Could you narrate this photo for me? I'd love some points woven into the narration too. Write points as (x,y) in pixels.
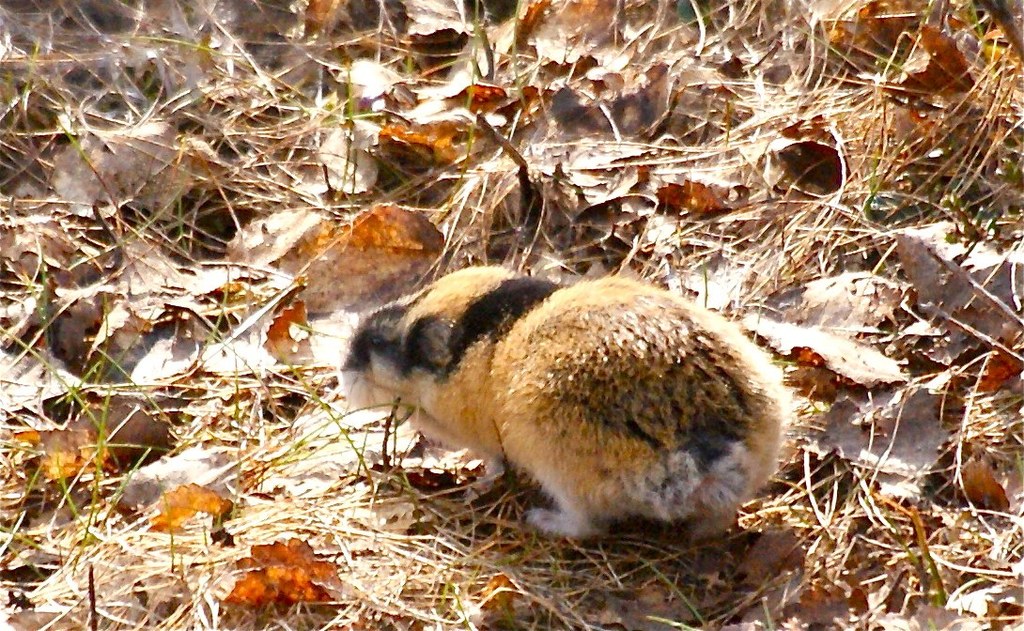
We can see animal (597,371) on the grass (314,512) and we can see dried leaves (274,590).
